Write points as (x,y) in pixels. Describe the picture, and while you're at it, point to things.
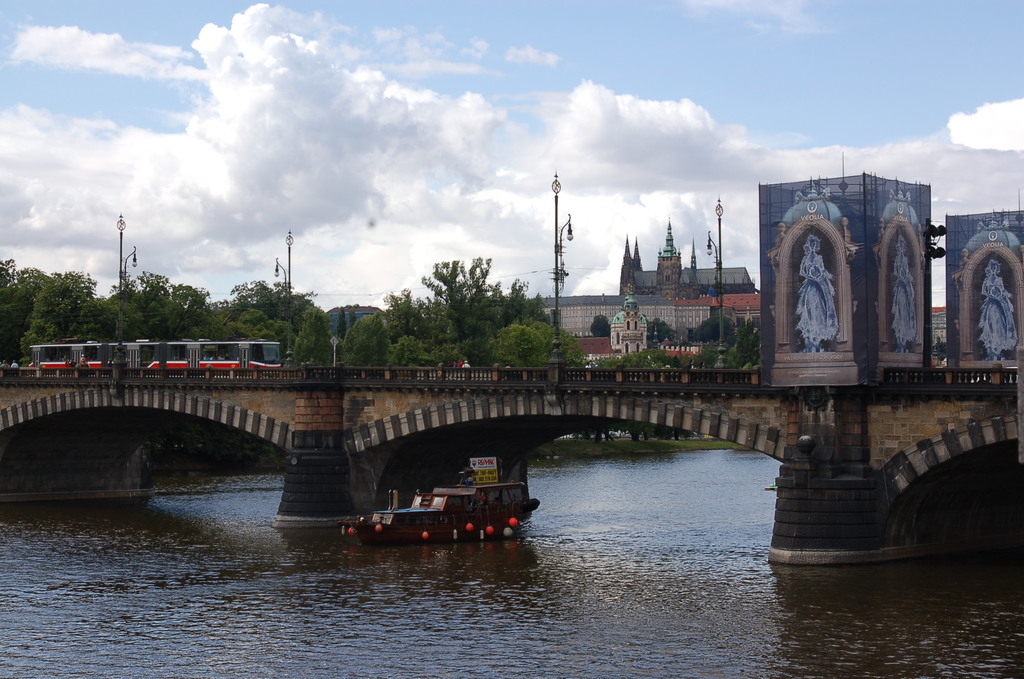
In this picture we can see water (569,615) at the bottom (519,579), there is a boat (472,531) in the water (477,543), we can see a bridge (561,381) in the middle (523,381), on the right side (800,308) there are hoardings (923,312), in the background (671,307) we can see buildings (656,292), trees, poles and lights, there is a tram (216,363) traveling on the bridge (250,377), we can see the sky (450,133) at the top of the picture (476,92).
